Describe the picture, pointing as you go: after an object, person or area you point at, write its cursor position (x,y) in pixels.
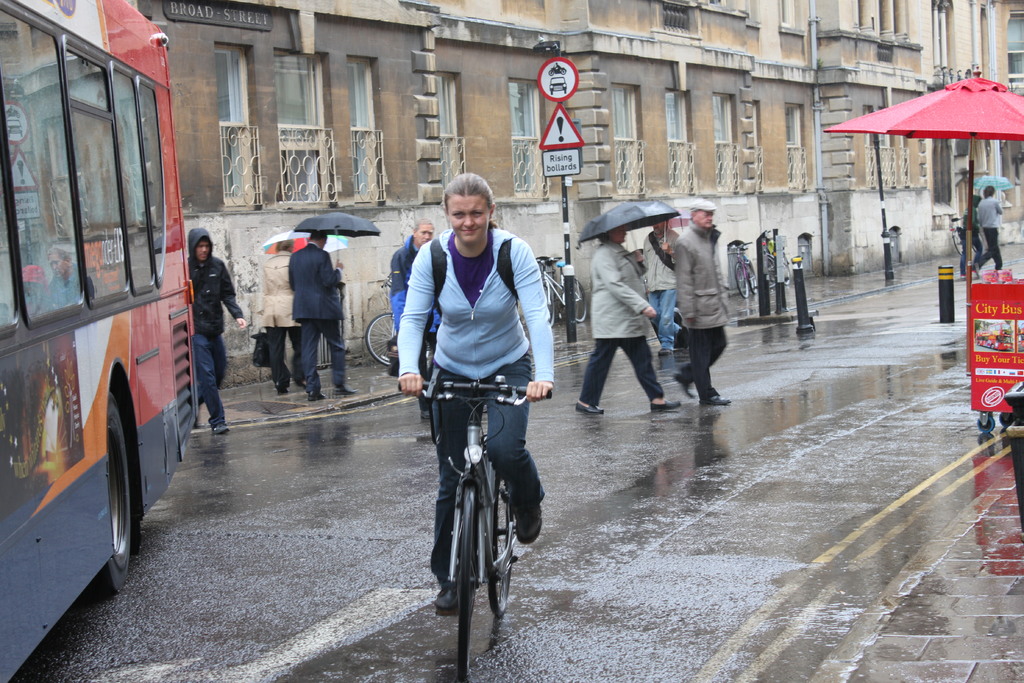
In this image I can see a person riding bicycle (468,566), background I can see few other person (667,407) walking holding an umbrella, in front (14,453) I can see a vehicle (50,508), in red and gray color. Background (859,111) I can see a building (664,172) in brown and cream color. I can also see a sign board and an umbrella (943,106) in red color.
